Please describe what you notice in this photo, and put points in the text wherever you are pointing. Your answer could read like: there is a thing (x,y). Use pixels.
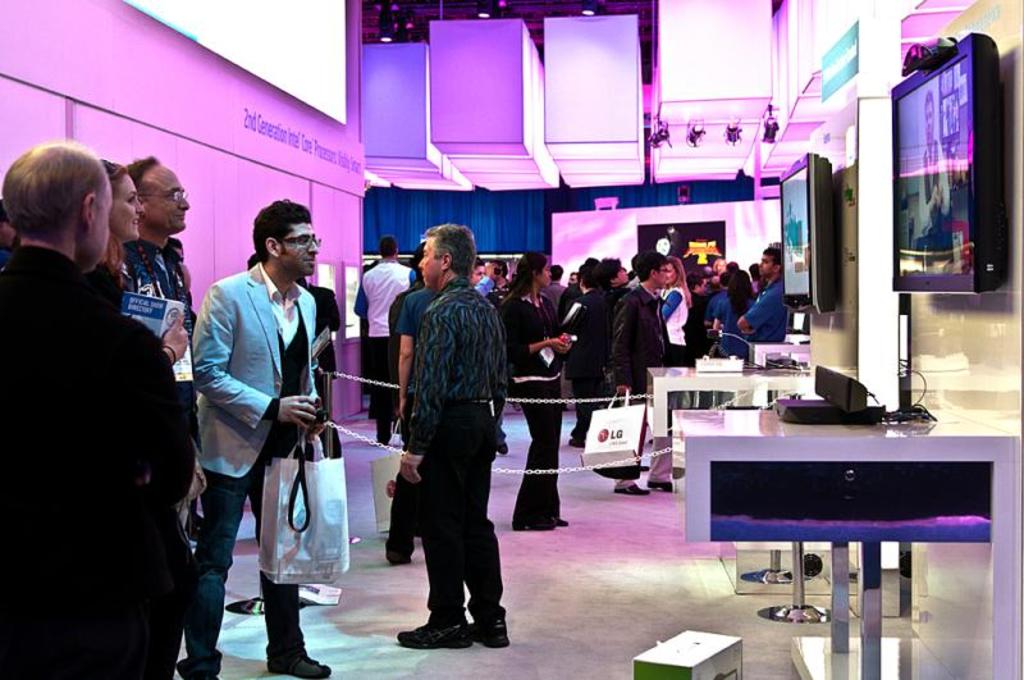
On the left side of the picture (200,386), we see people (200,386) are standing. The man (263,382) in grey blazer (259,412) is holding a white color plastic bag (289,529) in his hands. All of them are watching the television (979,93), which is placed on the wall (928,314). Beside that, we see a table (864,445) on which black color object (866,415) is placed. Beside that, we see another television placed on the wall (832,332) and a white table (768,401). Behind that, we see people (541,306) are standing. In the background (571,241), we see a white wall (622,253) and a blue color sheet (478,242). At the top of the picture (471,7), we see the ceiling (419,19) of the room (455,155). At the bottom of the picture (698,656), we see a white color box (697,636).
